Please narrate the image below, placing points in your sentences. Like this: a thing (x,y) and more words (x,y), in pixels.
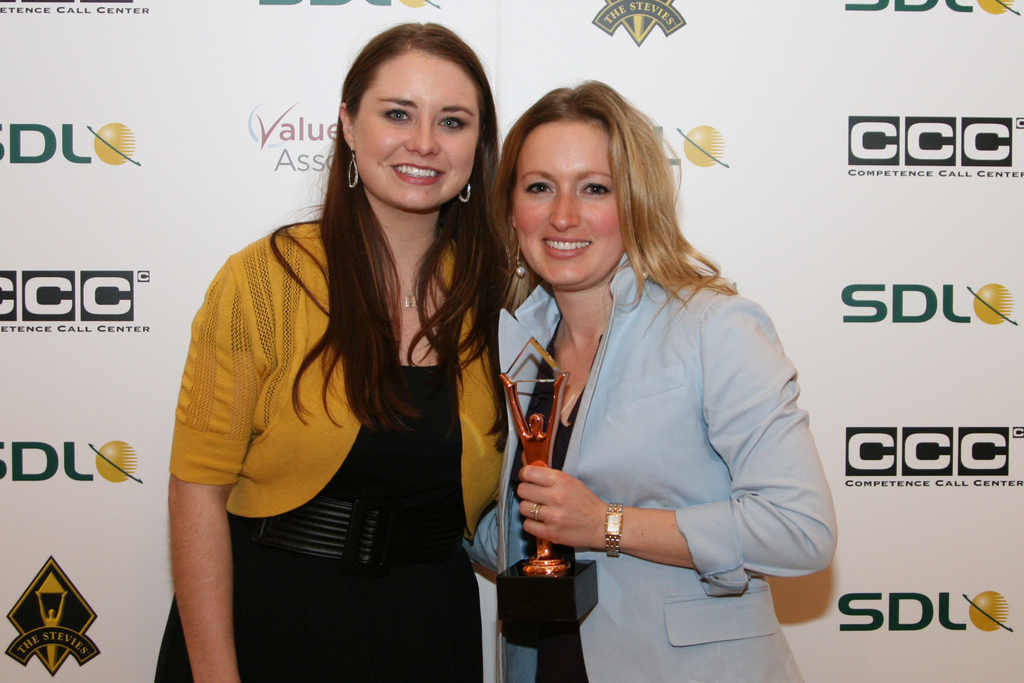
In the picture we can see two women (764,510) are standing together and one woman (324,613) is wearing a yellow color jacket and one woman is wearing a blue color jacket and one woman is holding an award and in the background (972,662) we can see a wall (40,237) with advertisements (692,148).
